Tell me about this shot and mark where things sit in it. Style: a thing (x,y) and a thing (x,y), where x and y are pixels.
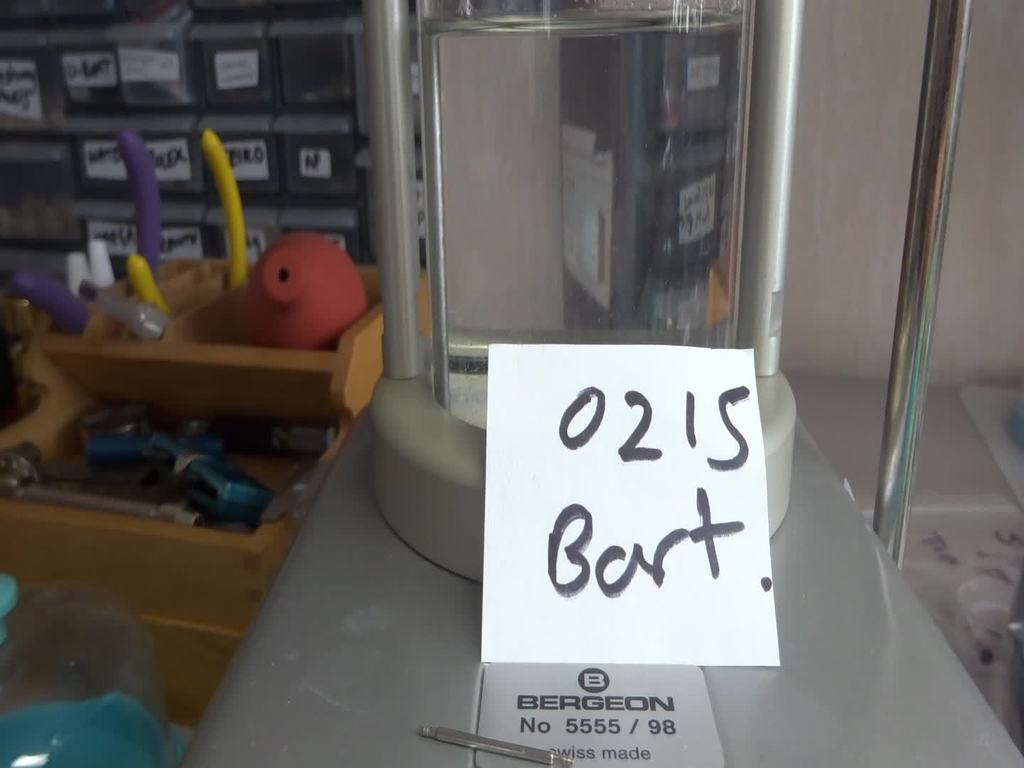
In the foreground of this image (554,424), there is an object (468,502) and a paper (549,544) on it. On the left (235,352) there are tools (219,423) in the basket (224,378) and black boxes (251,91) in the rack (327,105). On the right (856,150) background (861,138), there is a wall (820,163).
